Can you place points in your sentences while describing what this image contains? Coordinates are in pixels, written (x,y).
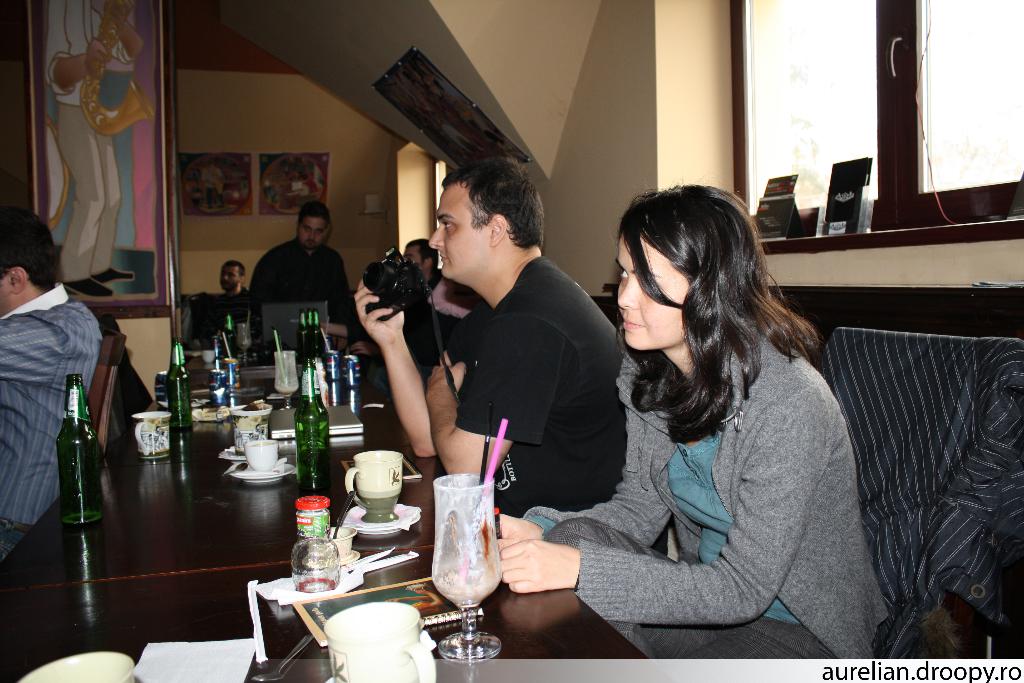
In this picture there is a woman (693,619) and a man (552,402) sitting on the chair (923,526), there are some people (246,289) sitting in front of them. There is a table (197,365) with a laptop (338,426), beer bottles (307,404), and some stuff (268,585). In the backdrop (204,269) there is a wall (574,144) with some photo frames (138,142).
